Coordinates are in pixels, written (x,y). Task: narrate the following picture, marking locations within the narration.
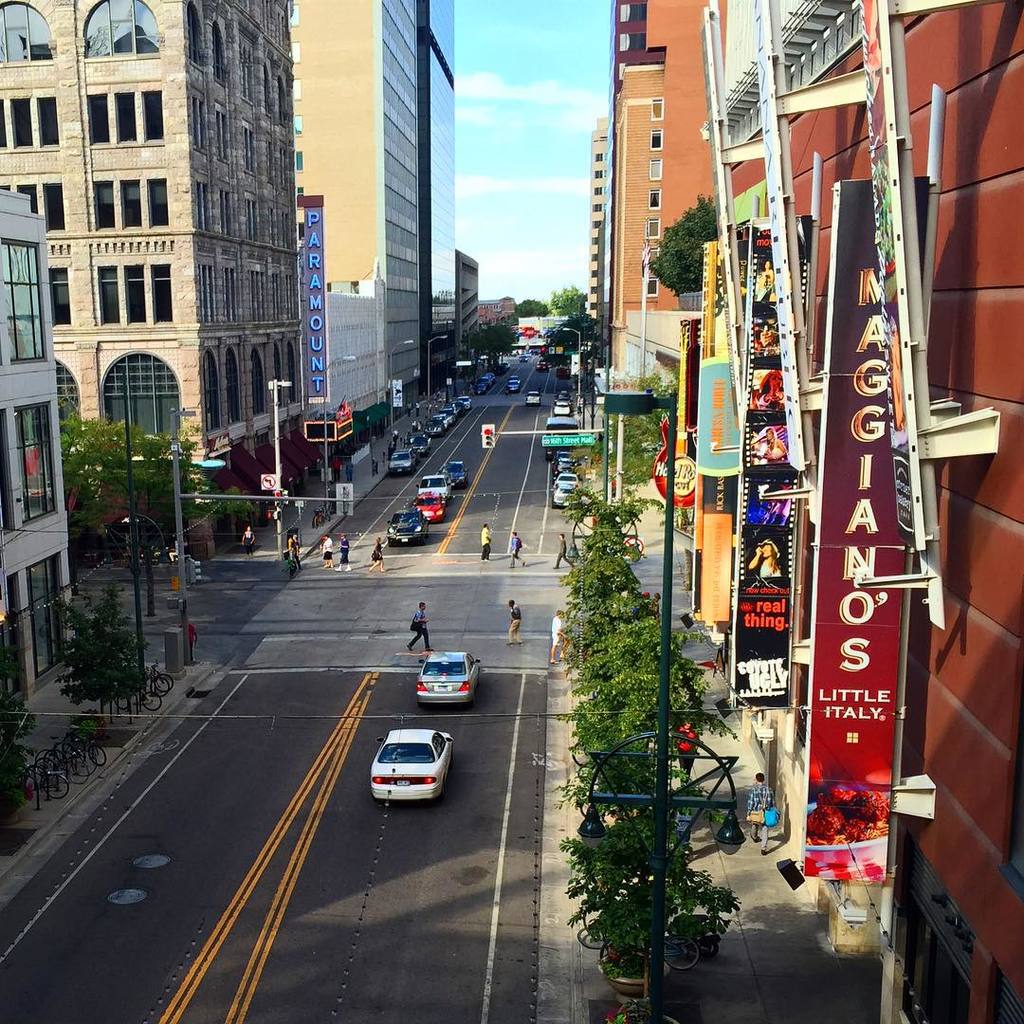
In the picture we can see a two side roads (407,923) on it we can see vehicles (426,785) and in the intersection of the roads (478,893) we can see some people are walking and on the either sides of the road (453,837) we can see paths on it we can see some plants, trees (140,451), poles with lights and buildings (387,388) with windows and glasses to it and in the background (543,302) also we can see some buildings (405,302) and sky (523,219) with clouds (532,246).
